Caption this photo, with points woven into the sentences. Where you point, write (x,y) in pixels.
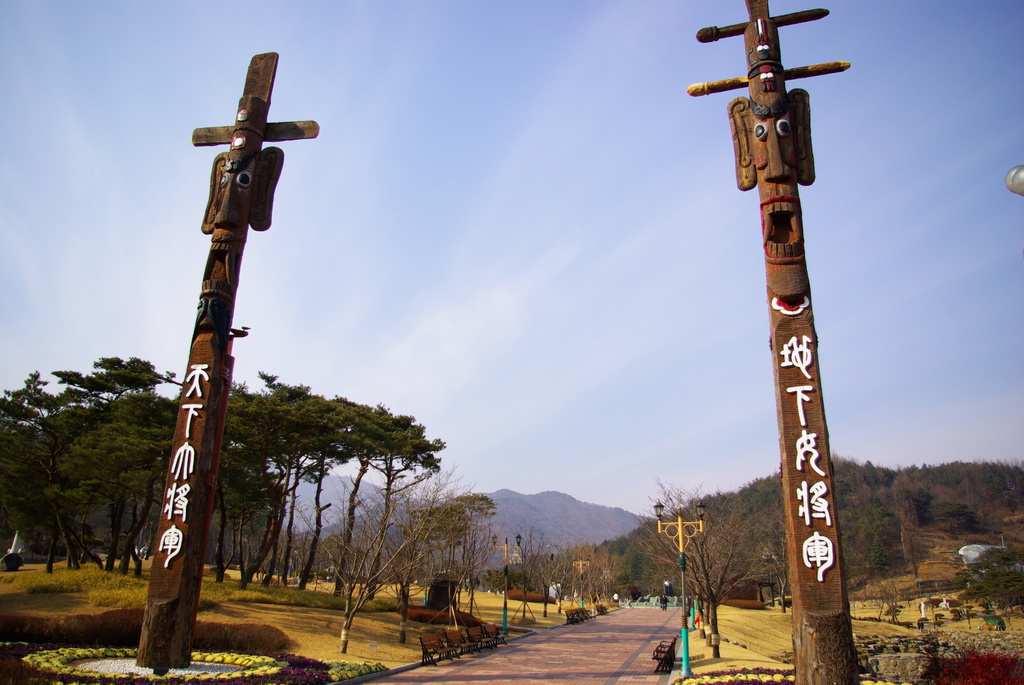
In this image we can see the poles (210,196). And we can see the grass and trees (382,540). And we can see the hill (633,561) and lights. And we can see the clouds (334,218) in the sky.
